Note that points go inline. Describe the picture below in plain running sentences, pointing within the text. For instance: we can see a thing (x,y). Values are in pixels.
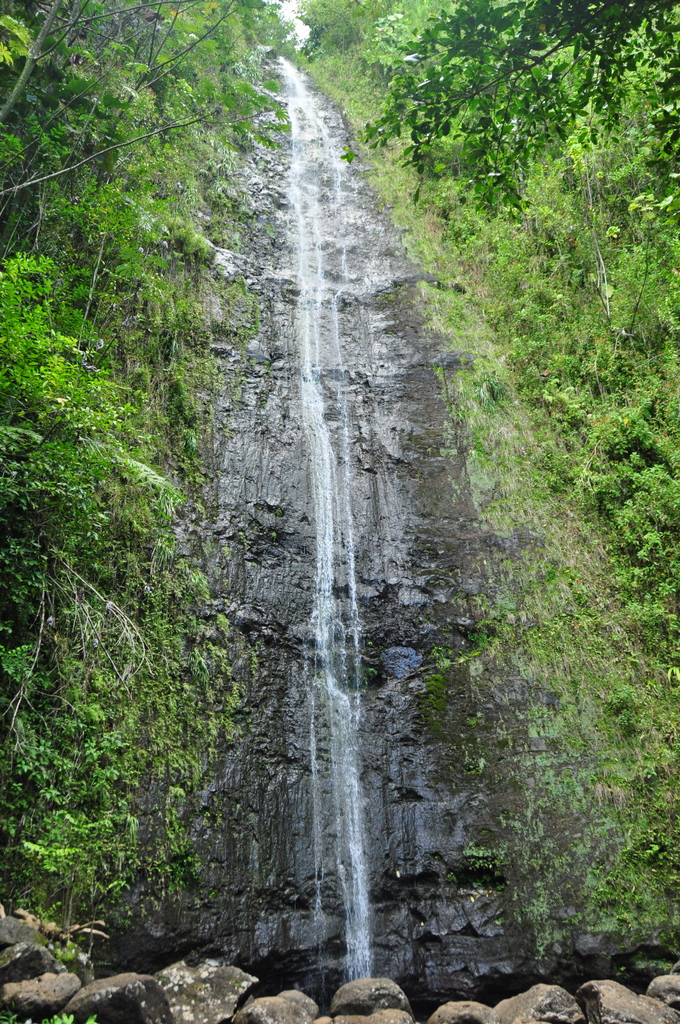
In this image we can see waterfall (332,659). Also there are rocks (479,1018). On the sides there are trees (547,91) and plants (552,883).
